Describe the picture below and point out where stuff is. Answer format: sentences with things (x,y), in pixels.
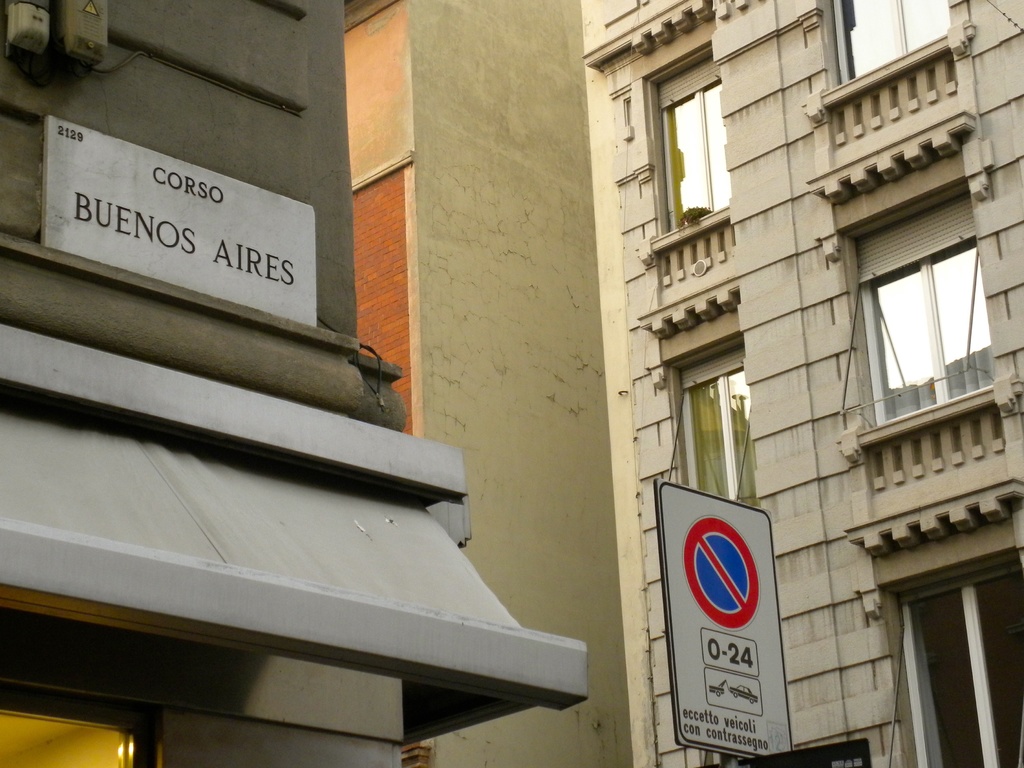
In this image I see buildings (515,309) and I see windows (933,676) over here and I see a board (191,195) on which there words (225,256) and numbers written and I see a sign board (753,568) over here and I can also see few words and numbers (737,645) written over here and I see a picture (742,694) of a car (744,695).
